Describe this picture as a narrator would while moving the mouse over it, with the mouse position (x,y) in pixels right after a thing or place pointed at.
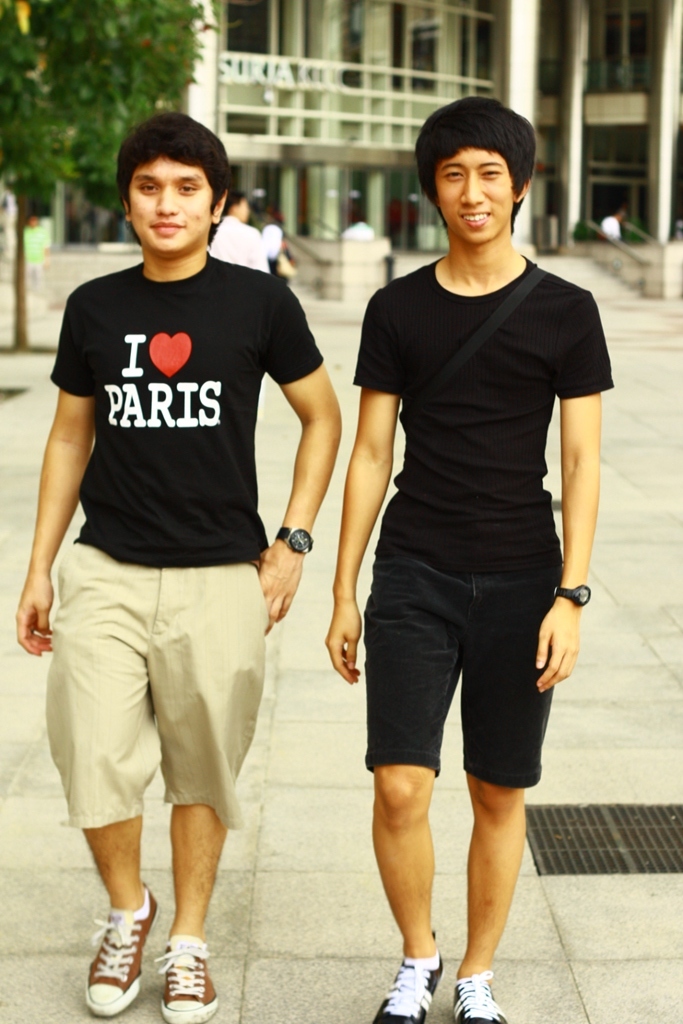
In this image, there are two persons (458,336) standing and wearing clothes (372,661). There is a tree (117,75) in the top left of the image (156,78). There is a building (337,107) at the top of the image (378,96).
